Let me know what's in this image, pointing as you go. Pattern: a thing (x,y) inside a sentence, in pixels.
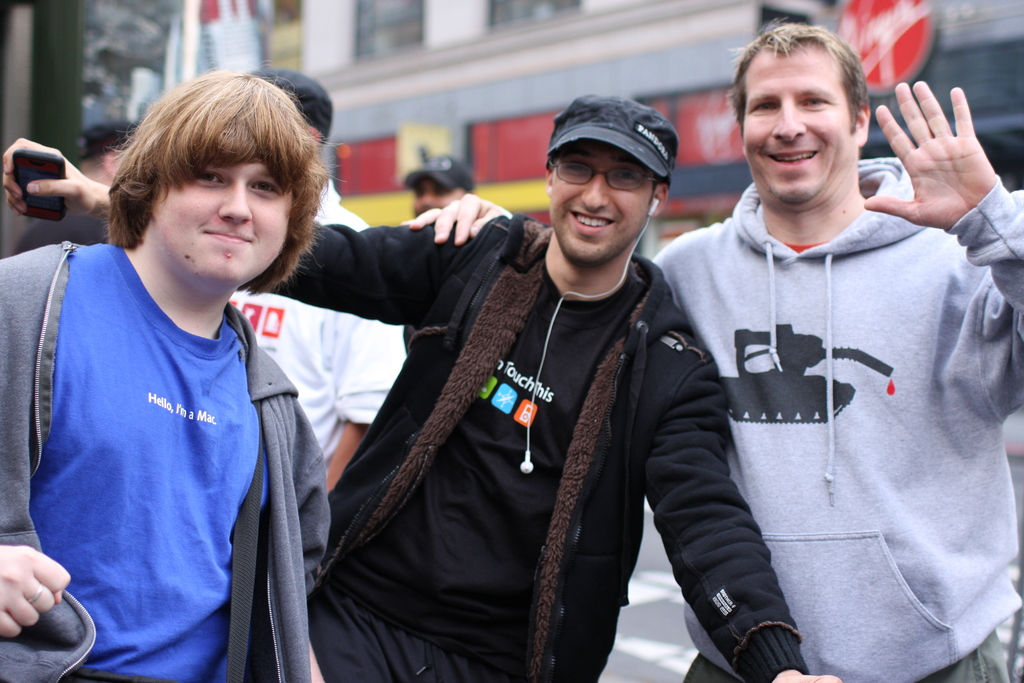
In this image, I can see three persons (626,388) standing and smiling. In the background (328,190), I can see a building (462,54) and three persons (328,137).
